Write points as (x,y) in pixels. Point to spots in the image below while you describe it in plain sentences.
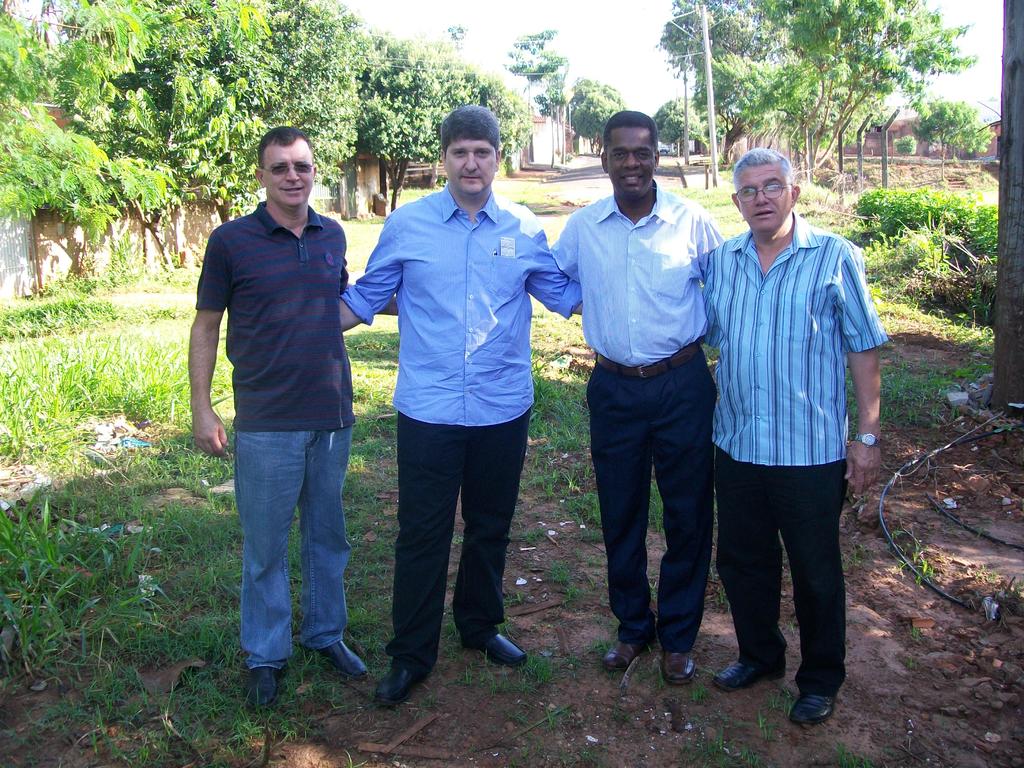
In this image we can see there are four people (723,445) standing on the surface of grass (579,506) with a smile on their face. In the background (158,112) there are trees (744,107), buildings (889,130) and a sky (633,48).
